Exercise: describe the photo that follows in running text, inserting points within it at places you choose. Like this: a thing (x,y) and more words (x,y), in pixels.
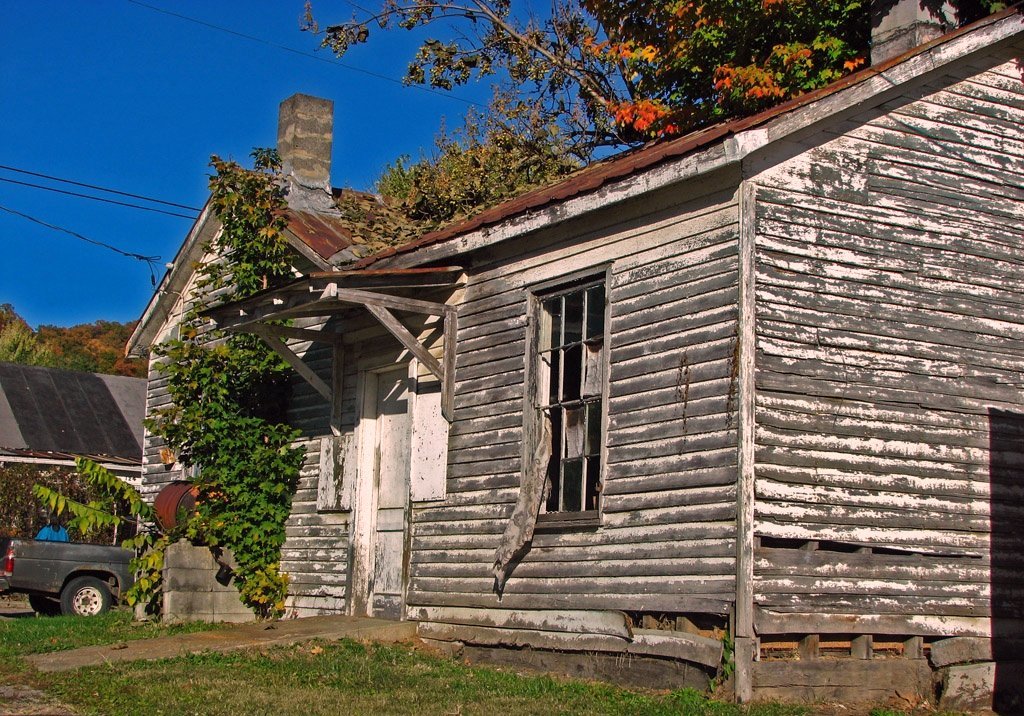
In this picture we can see houses (547,594) and a vehicle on the ground (304,629) and in the background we can see trees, wires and the sky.
